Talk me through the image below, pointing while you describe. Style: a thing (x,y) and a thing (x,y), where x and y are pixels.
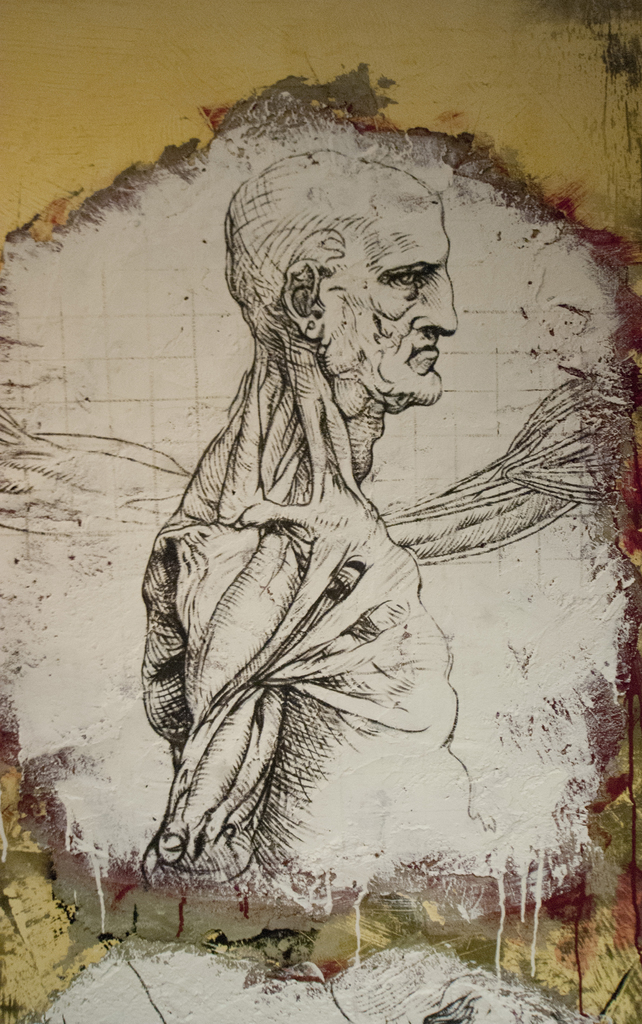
In this picture we can see an art (304,462) of a man (369,556).
